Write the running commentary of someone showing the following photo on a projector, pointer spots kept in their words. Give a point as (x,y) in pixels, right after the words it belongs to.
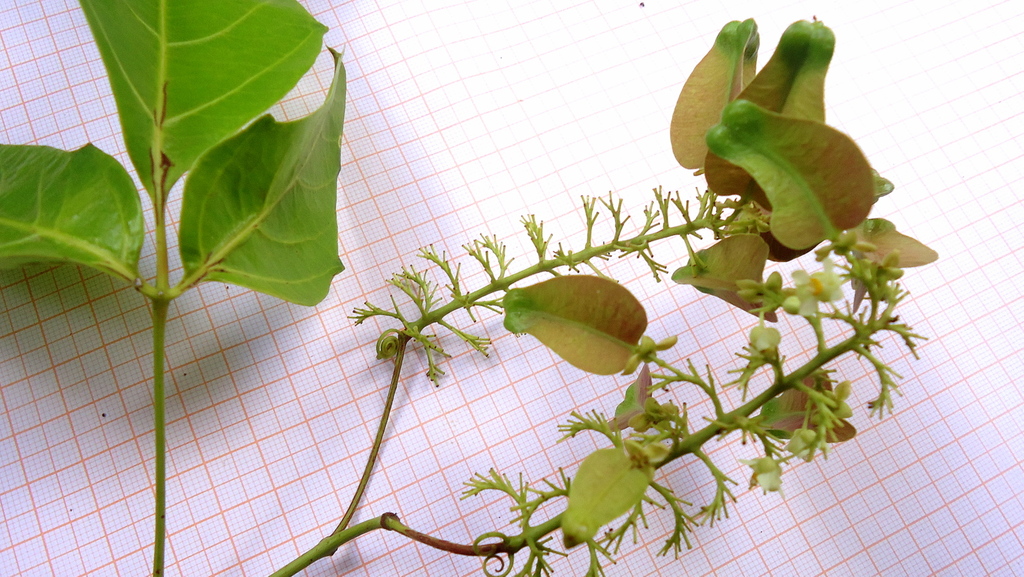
In this image there is a stem (352,506) kept on a paper (439,250). The stem (379,434) is having few leaves (577,322) and flowers (830,286).
